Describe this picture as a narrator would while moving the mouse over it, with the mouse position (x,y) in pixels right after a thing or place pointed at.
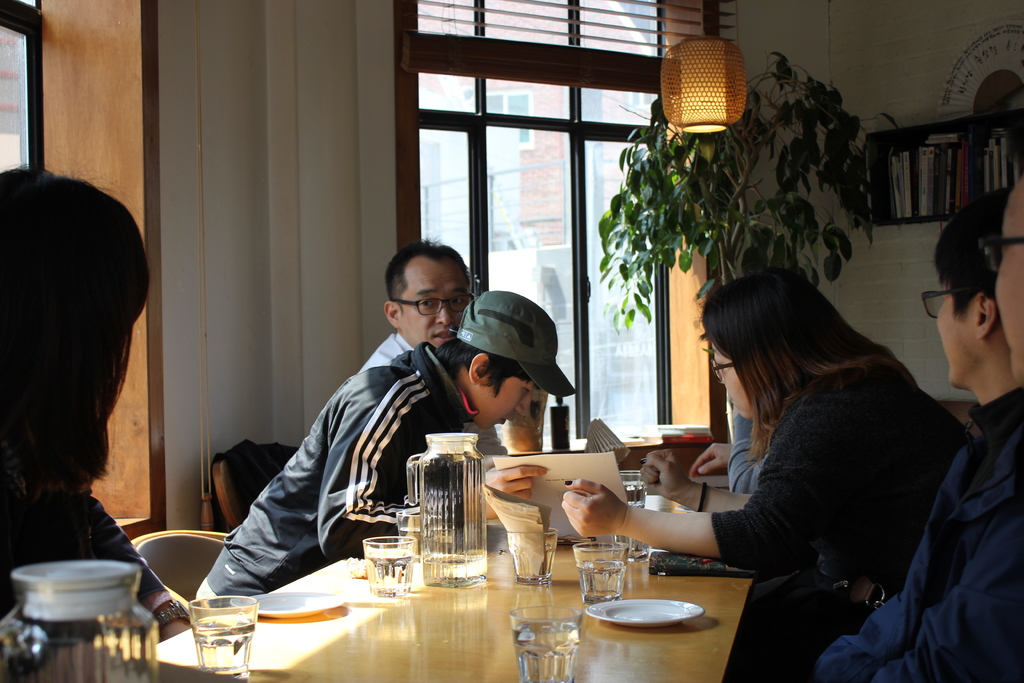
There are persons (322,469) in different color dresses (928,580), sitting on chairs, around the table (685,578), on which, there are glasses (551,673) filled with water (561,662), there are jars (453,476), plates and other objects (596,439), there is a pot plant (756,216), there are glass windows (494,148), there is a light (728,104) which is attached to the roof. Through the window (511,217), we can see, there is a building (535,156).
